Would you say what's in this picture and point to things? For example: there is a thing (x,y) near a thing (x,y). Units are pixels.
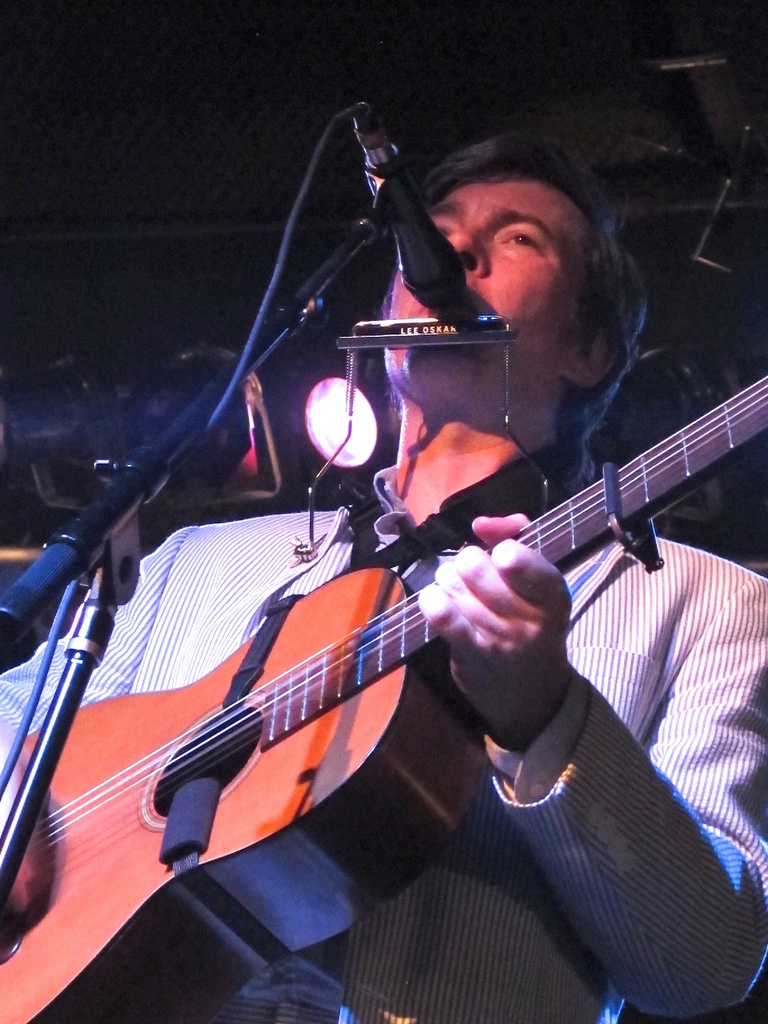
In this image i can see a man (454,590) is playing a guitar (270,679) in front of a microphone (390,217).
